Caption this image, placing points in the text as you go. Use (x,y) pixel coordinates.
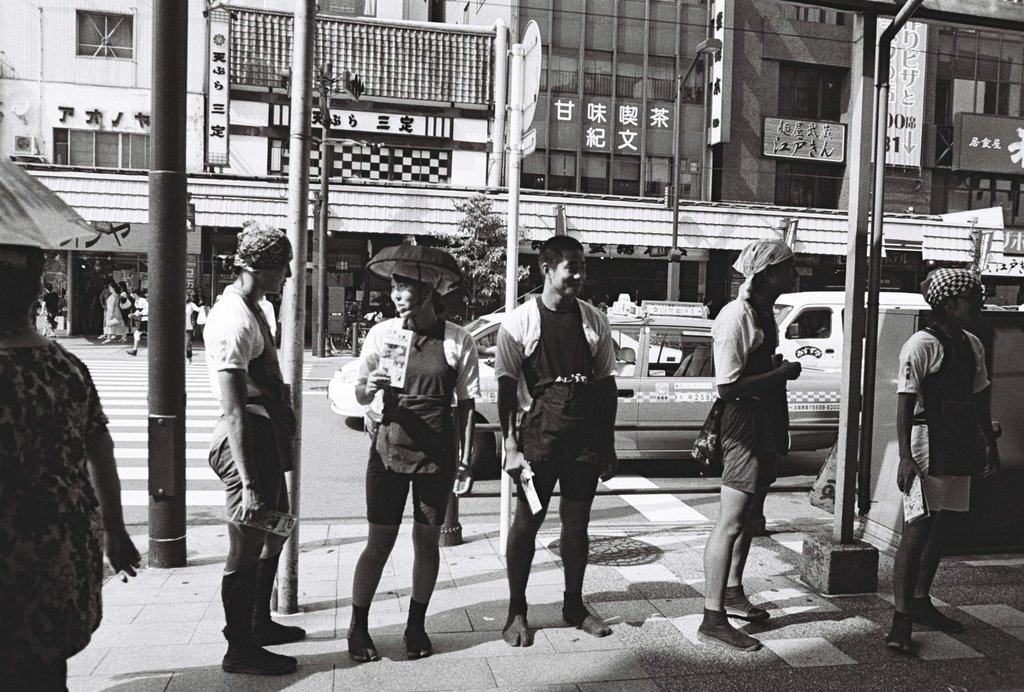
In the image in the center (588,367), we can see a few people (612,400) are standing and they are holding some objects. In the background (457,151), we can see buildings (130,121), banners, poles (857,190), sign boards (904,47), vehicles (780,340), few people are walking etc.
